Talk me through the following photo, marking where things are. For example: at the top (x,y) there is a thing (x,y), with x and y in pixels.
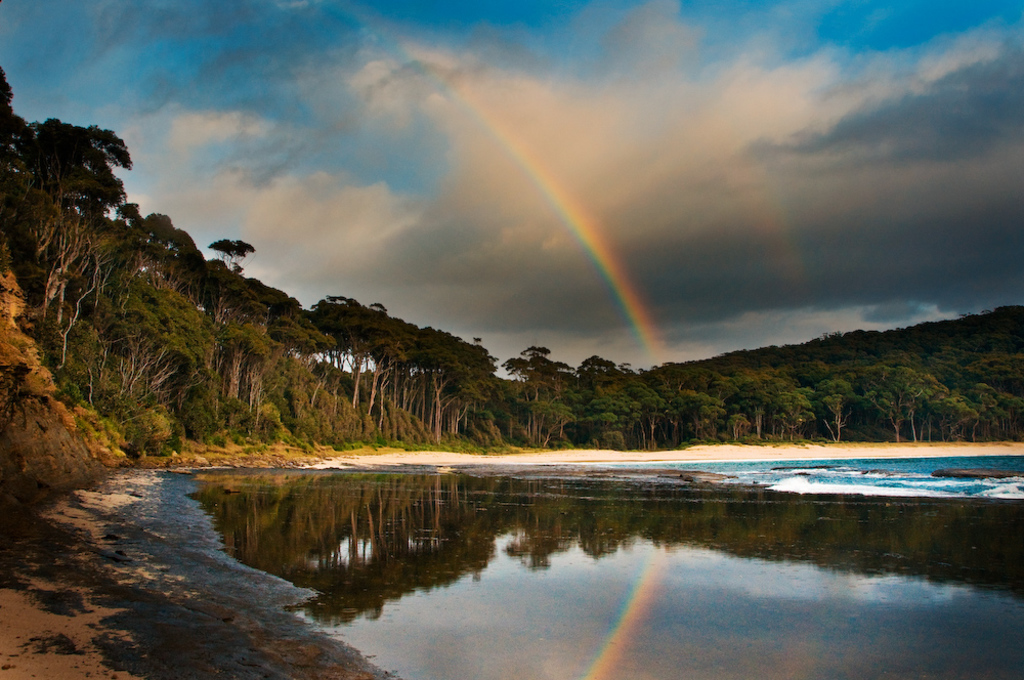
In this image, we can see water (318,601), there are some trees (966,374), at the top (646,68) there is a blue sky (560,227) and we can see a rainbow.
